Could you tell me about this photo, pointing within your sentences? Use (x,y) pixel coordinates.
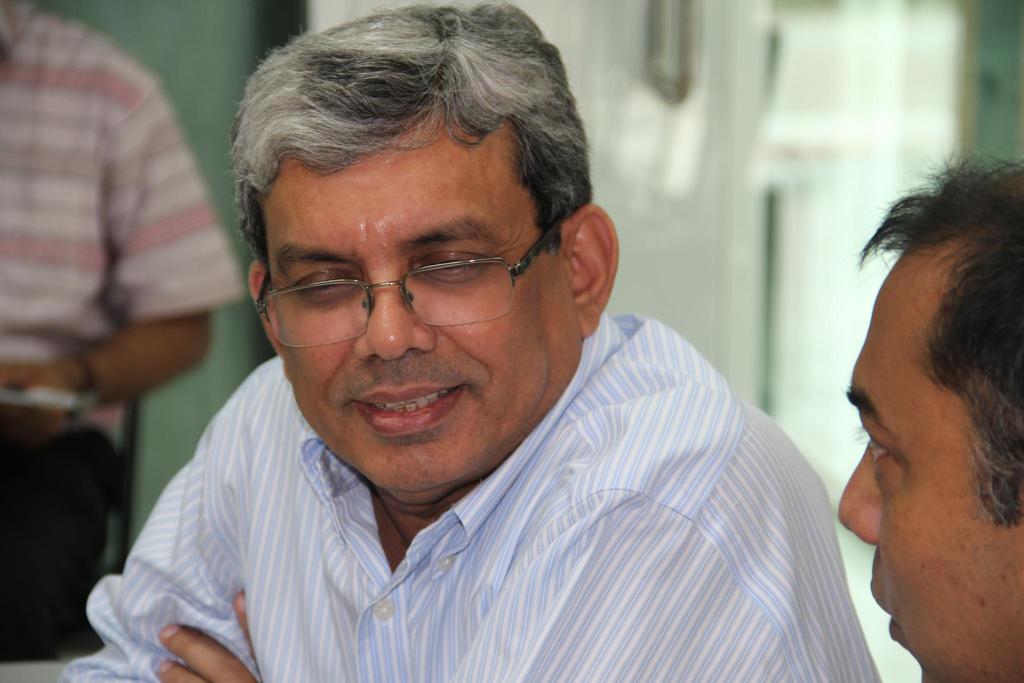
In this picture I can see a man (408,372) with spectacles (298,337), there are another two persons (48,119), and there is blur background (19,139).
